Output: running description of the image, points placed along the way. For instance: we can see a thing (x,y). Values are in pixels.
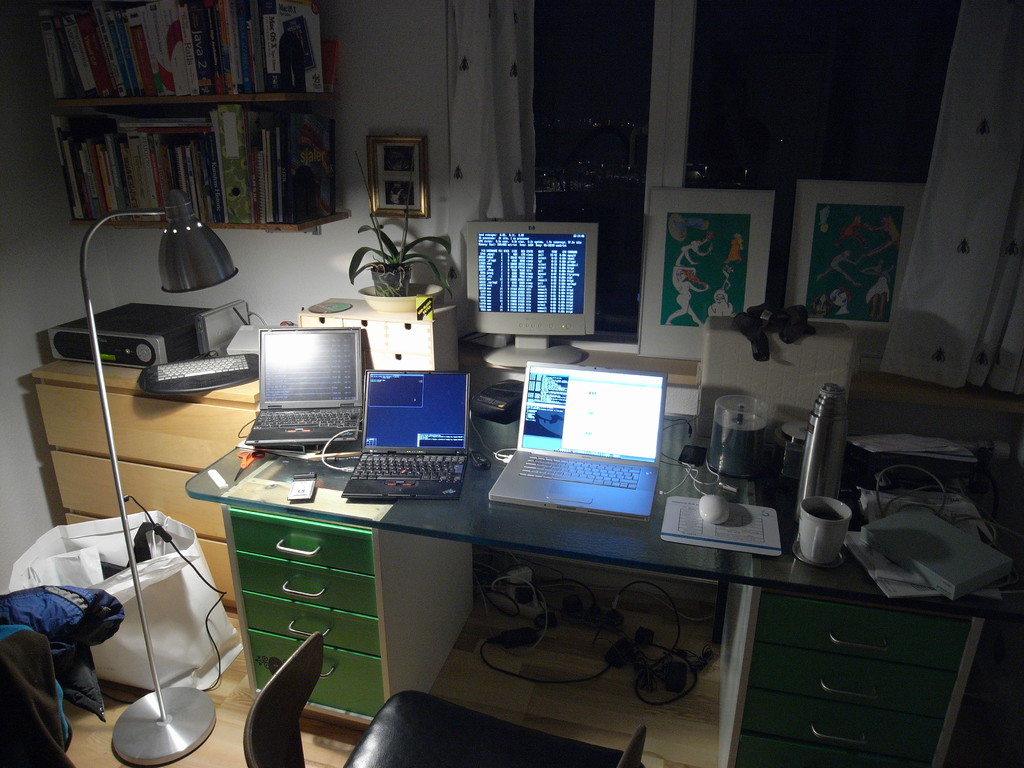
In this image I see a desktop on which there are laptops (633,474), a monitor (563,229), mouse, cup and other few things (753,546) and I see a chair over here beside to it I see a drawer (341,583), a lamp (167,261), a rack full of books (251,217), a cover (49,543) and few things (78,561) in it. In the background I see the window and a photo frame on the wall (331,224) and a plant (369,305) over here.
